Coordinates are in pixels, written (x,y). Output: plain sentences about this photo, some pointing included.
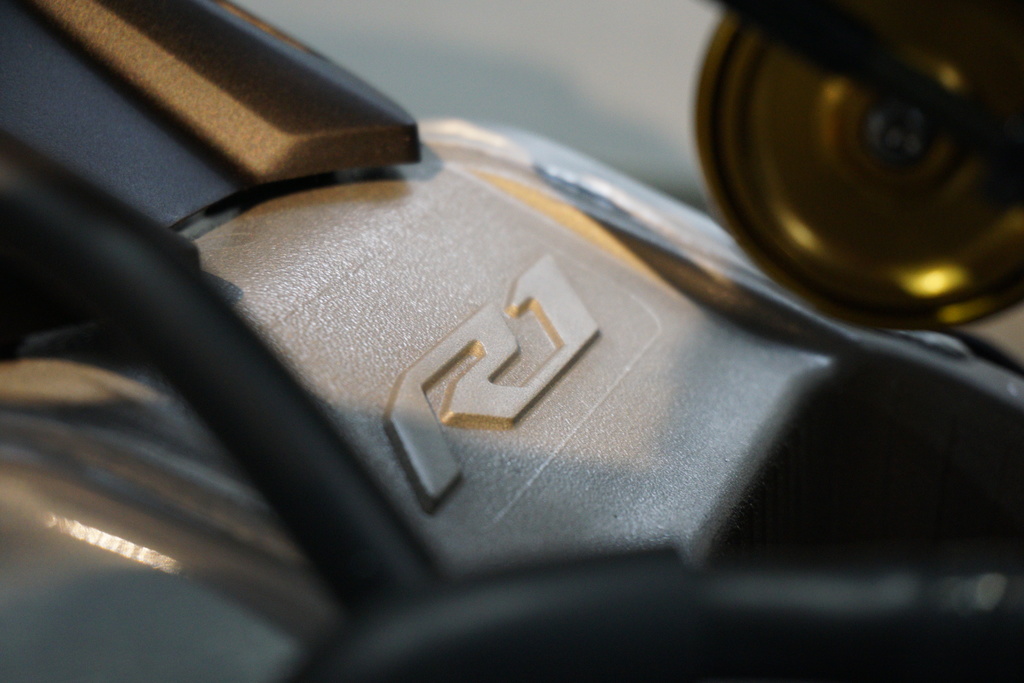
In this image I can see the zoom in picture in which I can see an object (455,319) which is brown, black and cream in color.
